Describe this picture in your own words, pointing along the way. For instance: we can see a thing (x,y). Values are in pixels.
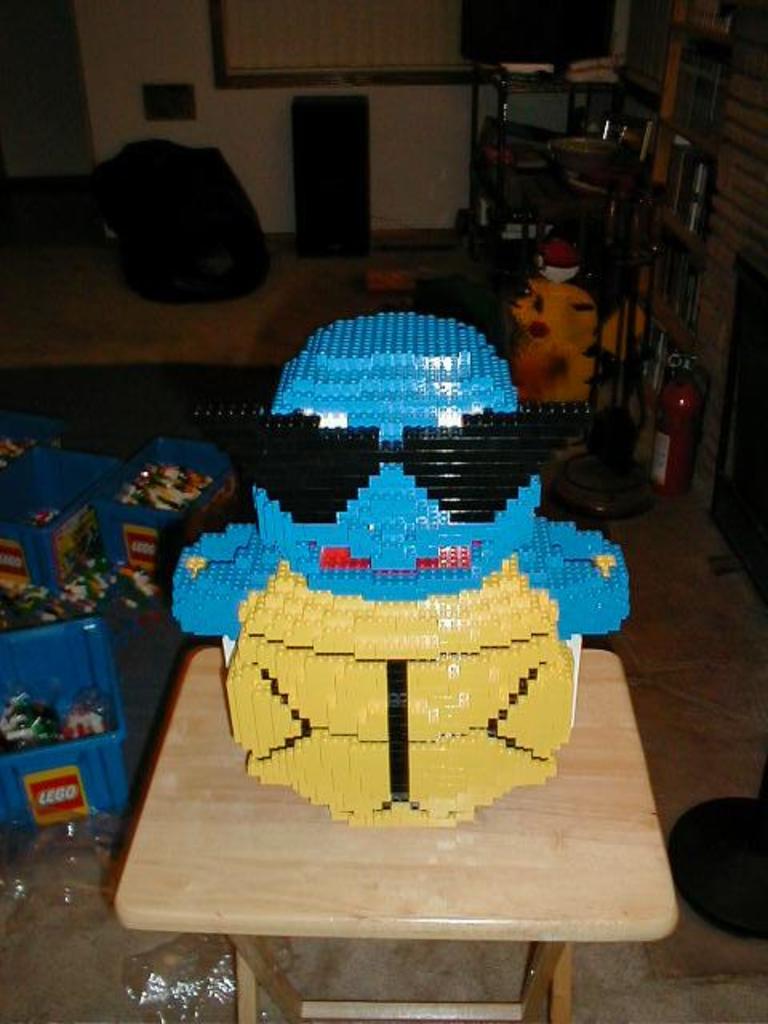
This is the picture inside the room (409,184). There is a toy (369,464) and the table (289,865). At the back (261,273) there is a bean bag (206,182) and speaker (334,144). At the right (694,395) there is a fire extinguisher (684,466), toy (581,370) and at the left (71,801) there are blue colored tubs (87,660).
